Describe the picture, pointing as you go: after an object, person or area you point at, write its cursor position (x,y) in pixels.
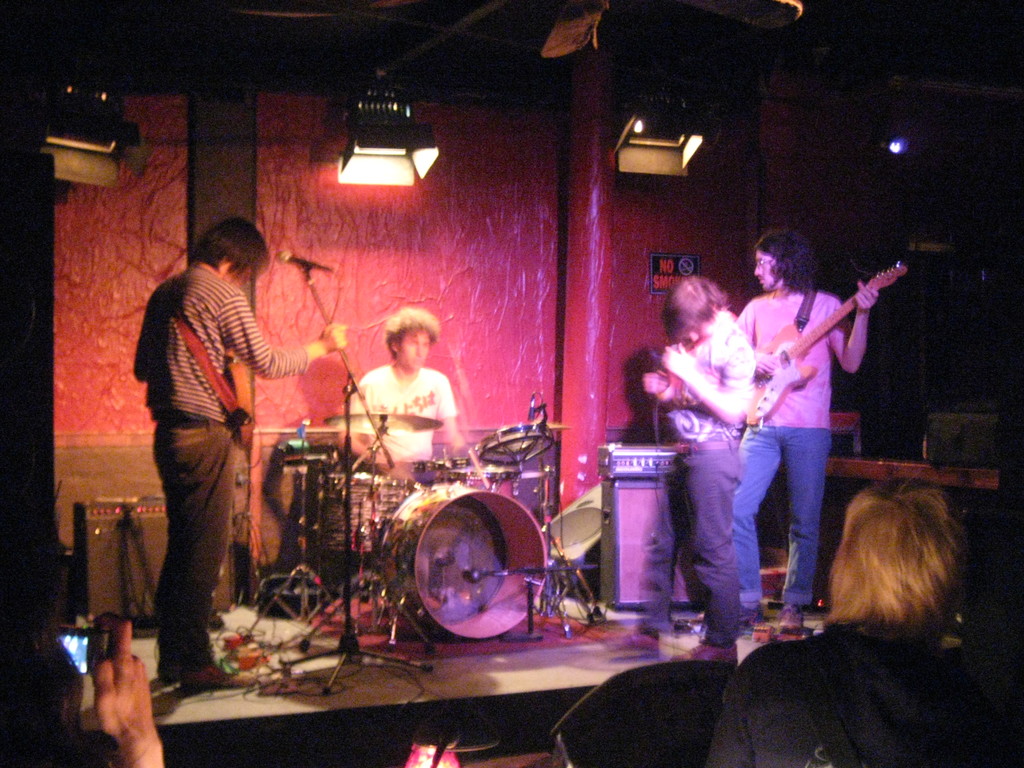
In this image i can see four persons (825,430) playing the musical instruments (419,426), at the back ground (432,287) there is a wall (440,208), at the top (385,181) there is a light (405,167).
